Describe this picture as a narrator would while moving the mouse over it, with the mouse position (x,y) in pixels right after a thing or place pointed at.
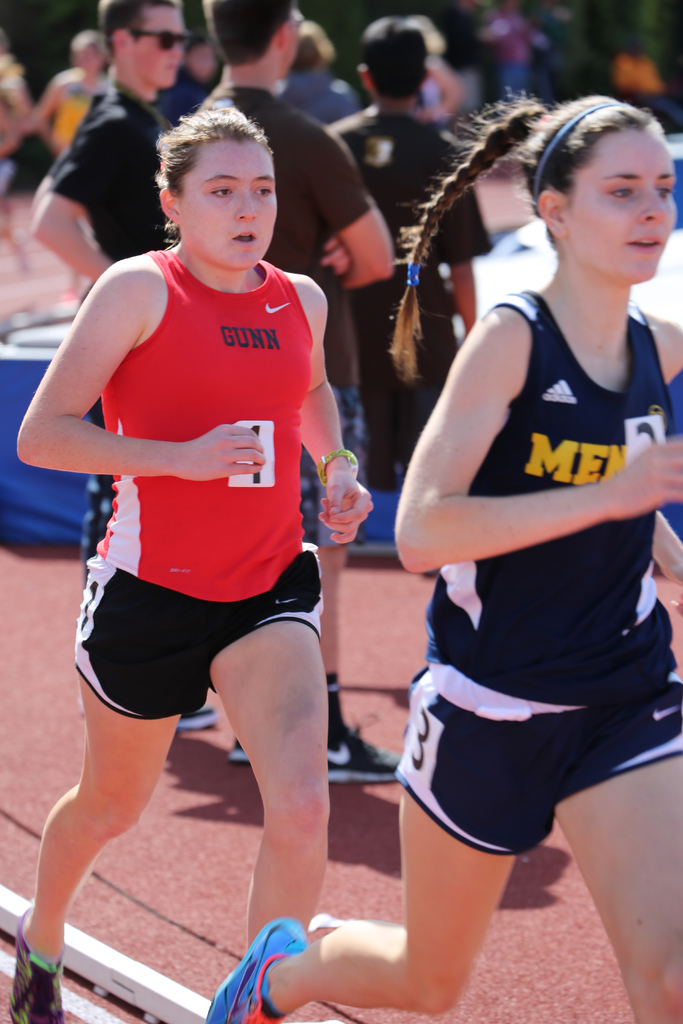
In this image we can see women (127,700) running on the road (230,781) and persons (253,117) standing in the background (450,342).
